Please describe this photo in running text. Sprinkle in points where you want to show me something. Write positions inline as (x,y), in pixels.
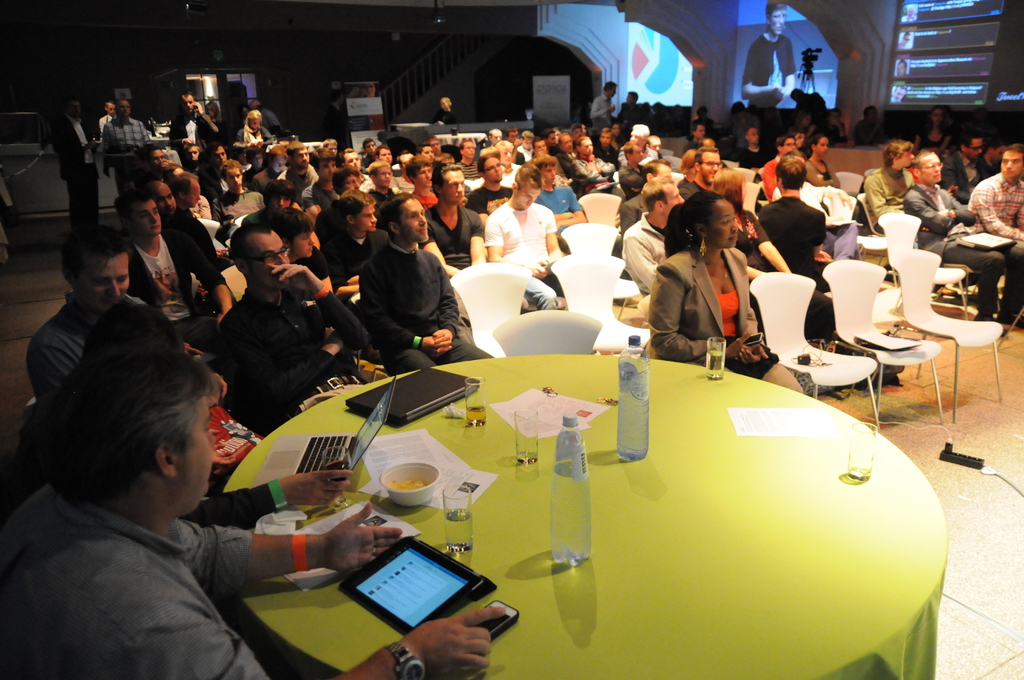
It seems to be the image is inside the conference hall (873,262). In the image there are group people (152,211) sitting on chair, on left (262,541) there is a man (222,539) sitting in front of a table (549,562). On table (541,587) we can see a mobile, tablet (458,583), glass (460,506) with water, bottle (555,482), bowl (409,476), paper (535,395), laptop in background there are few people (77,149) standing we can also see a wall (599,6) which is in white color.
